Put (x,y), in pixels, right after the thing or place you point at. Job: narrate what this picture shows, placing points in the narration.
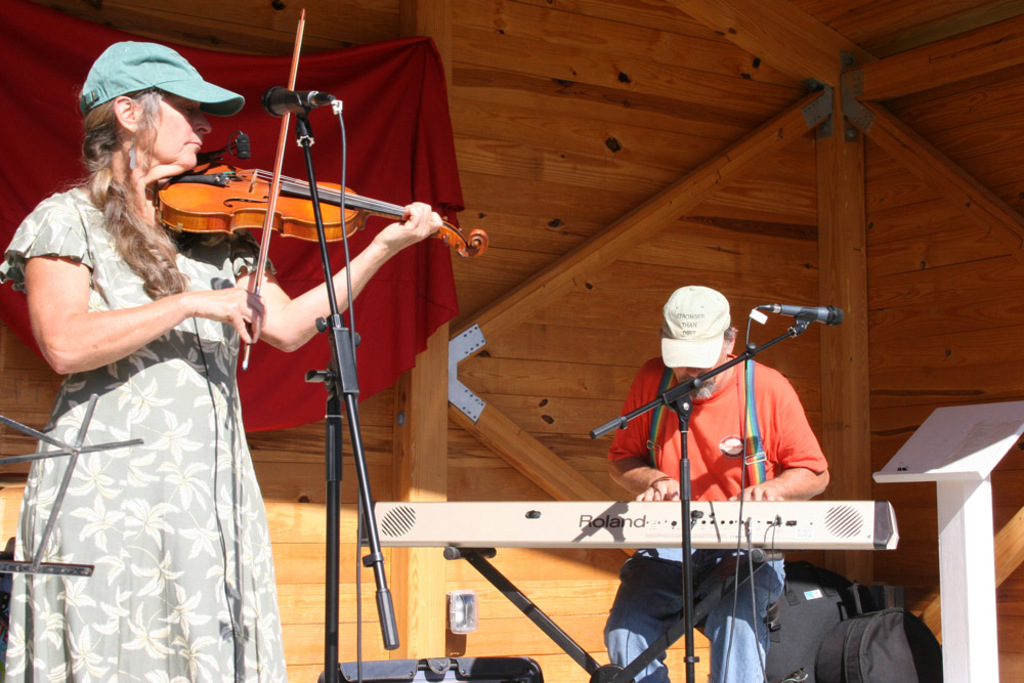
There is a woman (406,221) who is playing a violin (248,169). This is mike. Here we can see a man (739,409) who is playing some musical instrument (657,545). This is bag (880,651). On the background (706,221) there is a wall (504,132) and this is cloth (418,142).
